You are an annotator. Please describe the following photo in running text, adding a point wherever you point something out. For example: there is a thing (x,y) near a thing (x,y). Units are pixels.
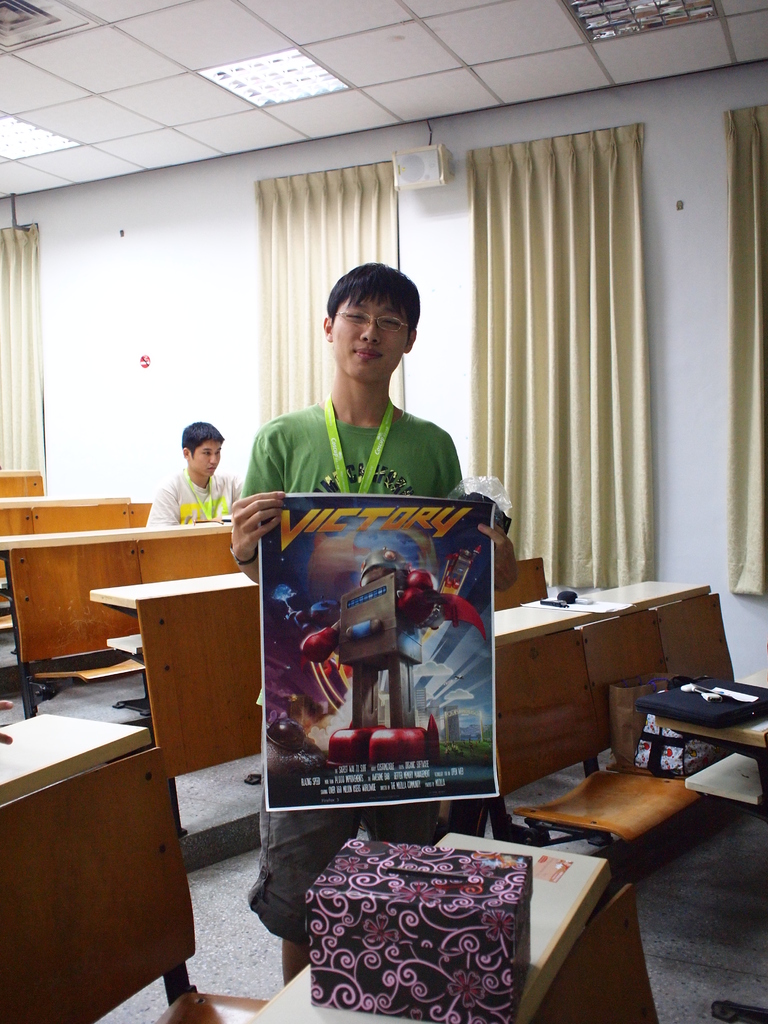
In this image there are some tables (704,658) on one table (547,1018) there a box (438,917) and a man (381,460) holding a poster (374,579) in the background (584,270) there are some curtains (572,270) which are in cream color.
